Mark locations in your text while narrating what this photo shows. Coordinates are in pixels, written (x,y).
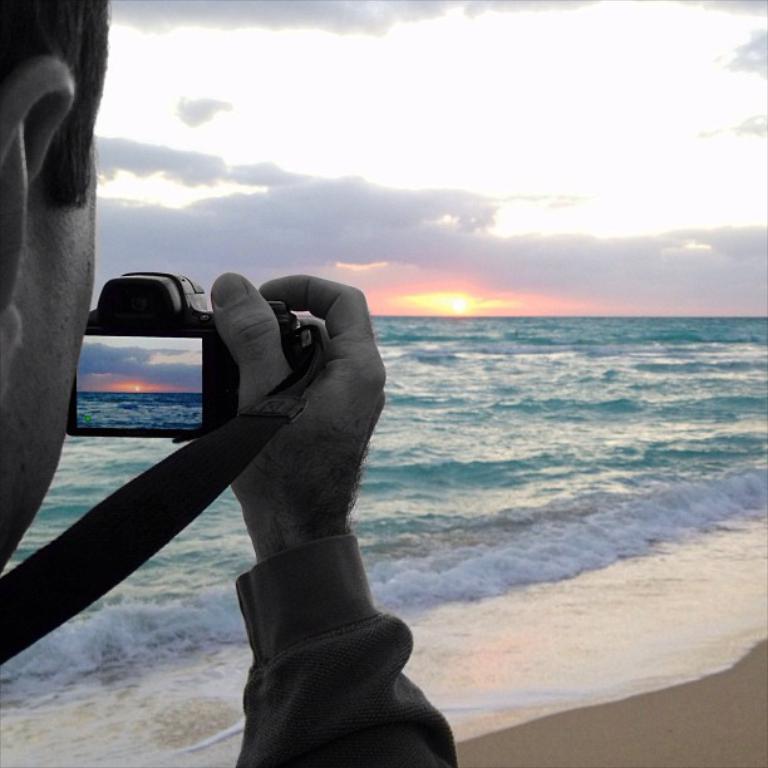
In this image I can see the person (52,356) holding the camera (176,433). In the background (437,457) I can see the water (483,427) in green color. I can also see the sun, clouds (340,275) and the sky (376,137) in the back (334,121).
